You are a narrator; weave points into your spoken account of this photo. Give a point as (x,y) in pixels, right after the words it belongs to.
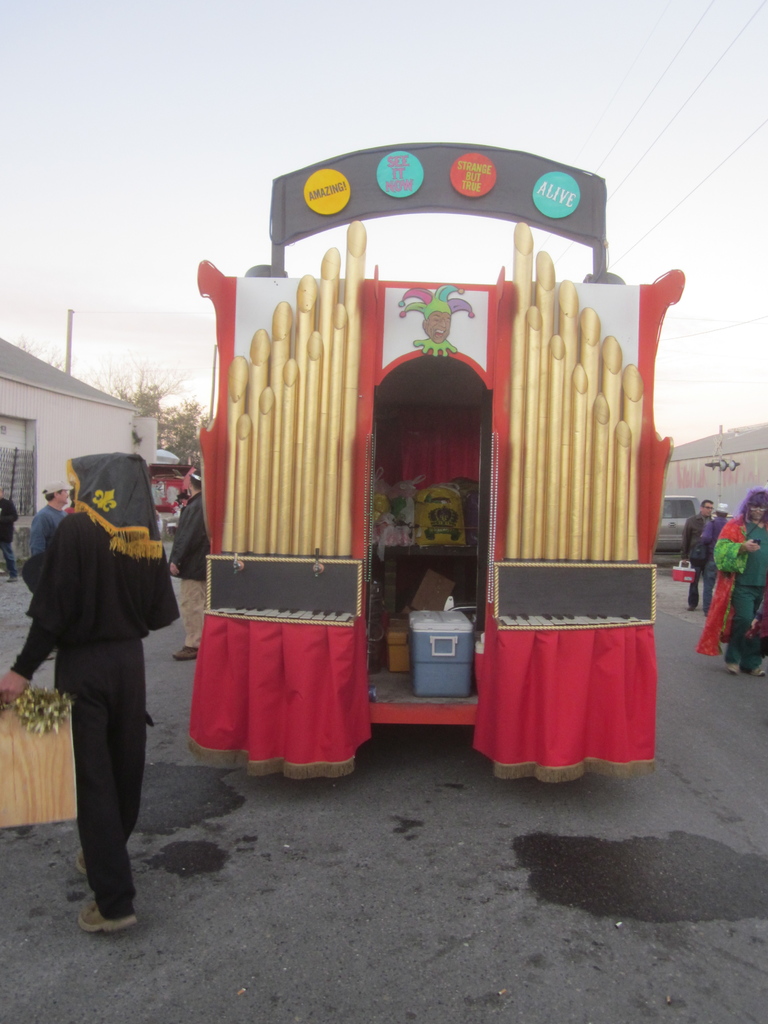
In front of the image there is a truck (390,674) decorated, in the truck (240,511) there are some objects (416,539), beside the truck (328,479) there are a few people (127,494) walking and there are some cars (669,510) parked, on the either side of the truck (230,635) there are sheds (707,479), behind the truck (303,507) there are trees (149,400), at the top of the image (698,82) there are cables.
